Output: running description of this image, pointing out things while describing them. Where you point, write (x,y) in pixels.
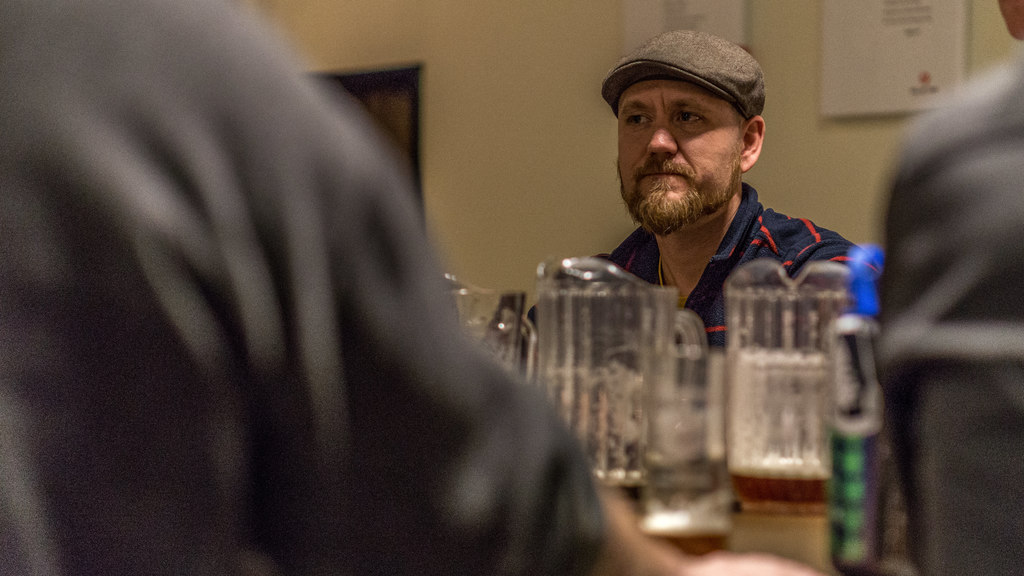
In this image there are three persons (646,271) sitting on the chair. In front of them there is a table (781,525) and on top of the table (779,538) beer pitchers (734,393) were placed. At the back side (532,231) there is a wall (515,80) and photo frames (846,40) were placed on it.
